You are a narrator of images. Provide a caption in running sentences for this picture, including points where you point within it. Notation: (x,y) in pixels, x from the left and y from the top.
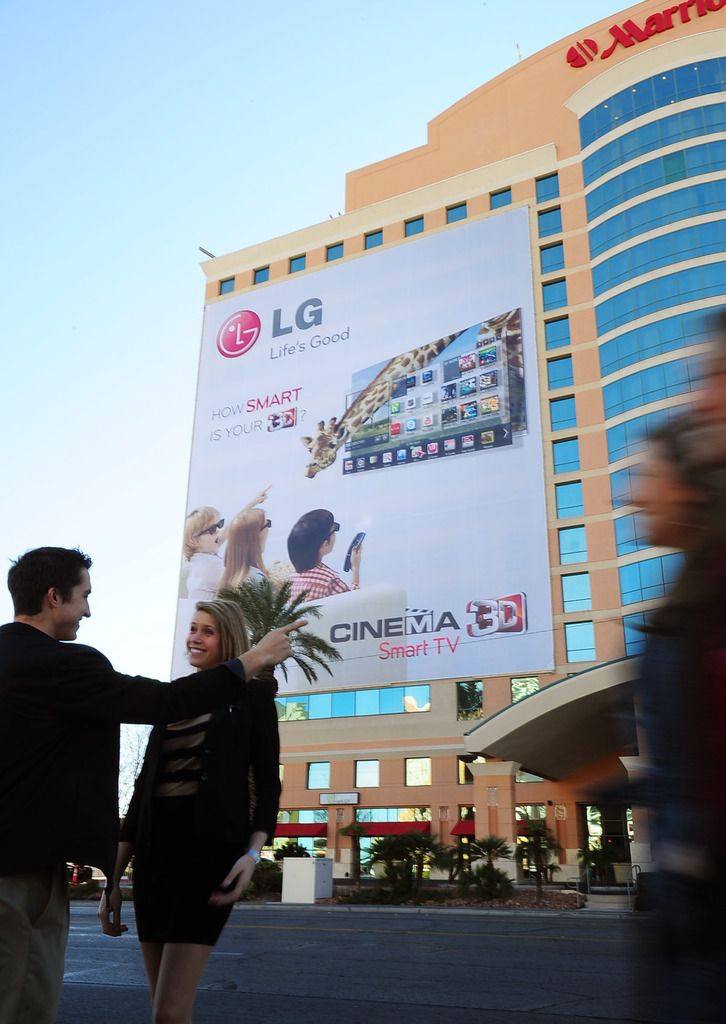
I can see the man (58,662) and woman (203,825) standing and smiling. This is the building (561,494) with glass windows (636,225). These are the small trees (484,871). I can see the pillars (502,801). This is the hoarding (405,340), which is attached to the building wall (539,267). At the right corner of the image (699,573), I can see a person (705,701).
